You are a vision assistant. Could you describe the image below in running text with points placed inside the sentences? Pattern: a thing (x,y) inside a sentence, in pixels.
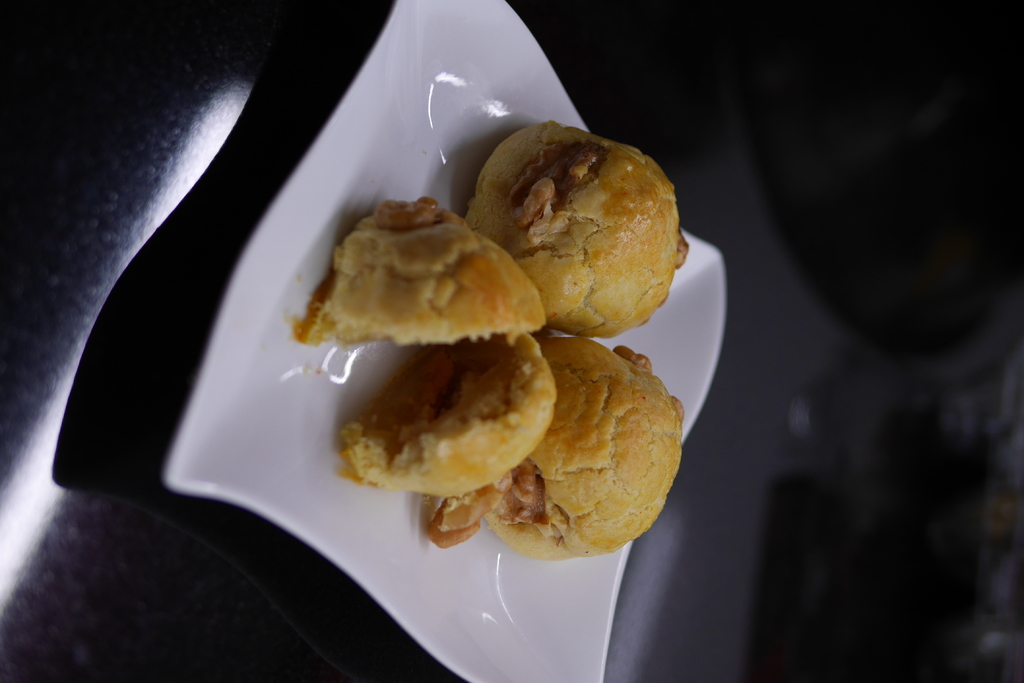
In the center of the image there is a table (210,589). On the table (232,637), we can see one plate (391,569). In the plate (385,530), we can see some food item (520,494).
